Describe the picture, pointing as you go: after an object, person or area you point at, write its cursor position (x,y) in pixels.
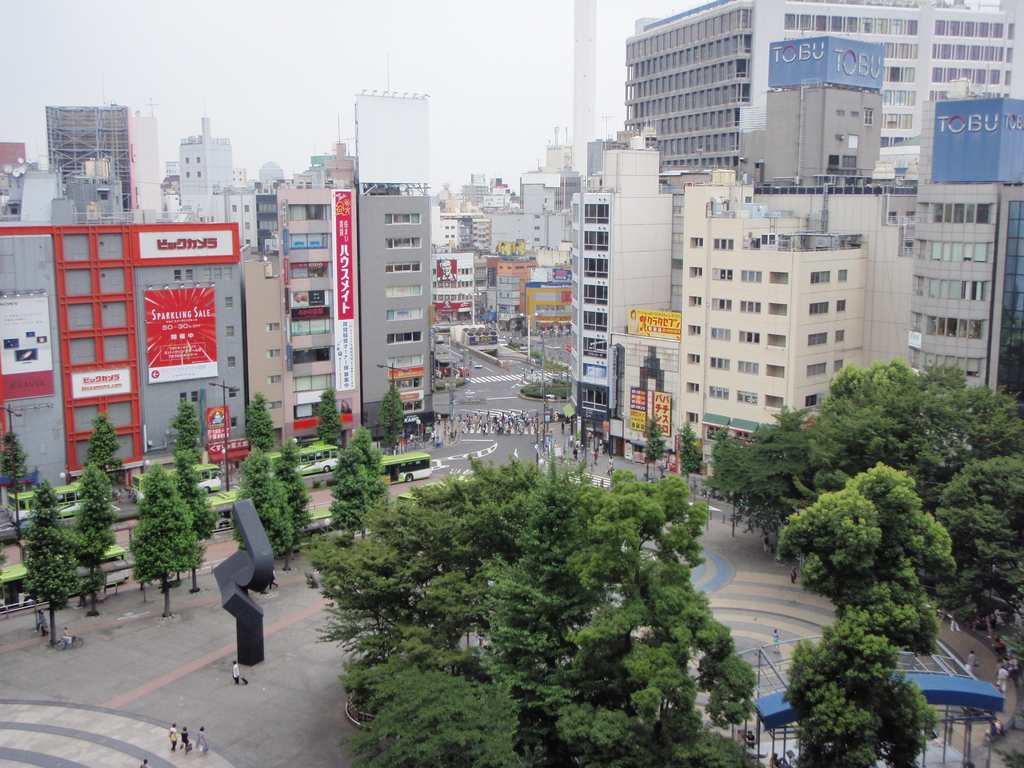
In this image I can see there are trees (537,609). In the middle (487,428) few people (496,415) are walking on the road (530,439) and there are buildings (638,262), at the top (473,94) it is the sky (452,105).
